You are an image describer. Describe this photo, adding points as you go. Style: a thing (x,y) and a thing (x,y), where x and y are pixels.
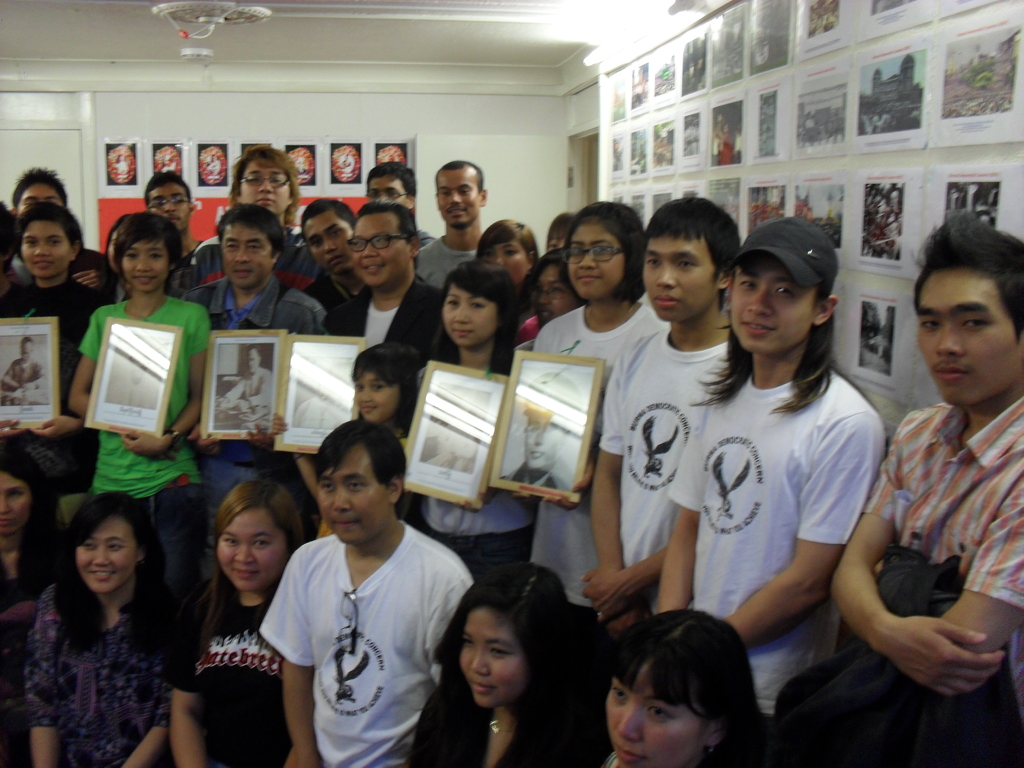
In this image in front (202,741) there are people (281,683) sitting on the floor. Behind them there are few people (795,427) standing on the floor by holding the photo frames (458,389). In the center of the image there is a door (419,149). On the right side of the image (691,25) there is a light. In the background of the image (714,54) there are photo frames (718,37) on the wall (479,129).
